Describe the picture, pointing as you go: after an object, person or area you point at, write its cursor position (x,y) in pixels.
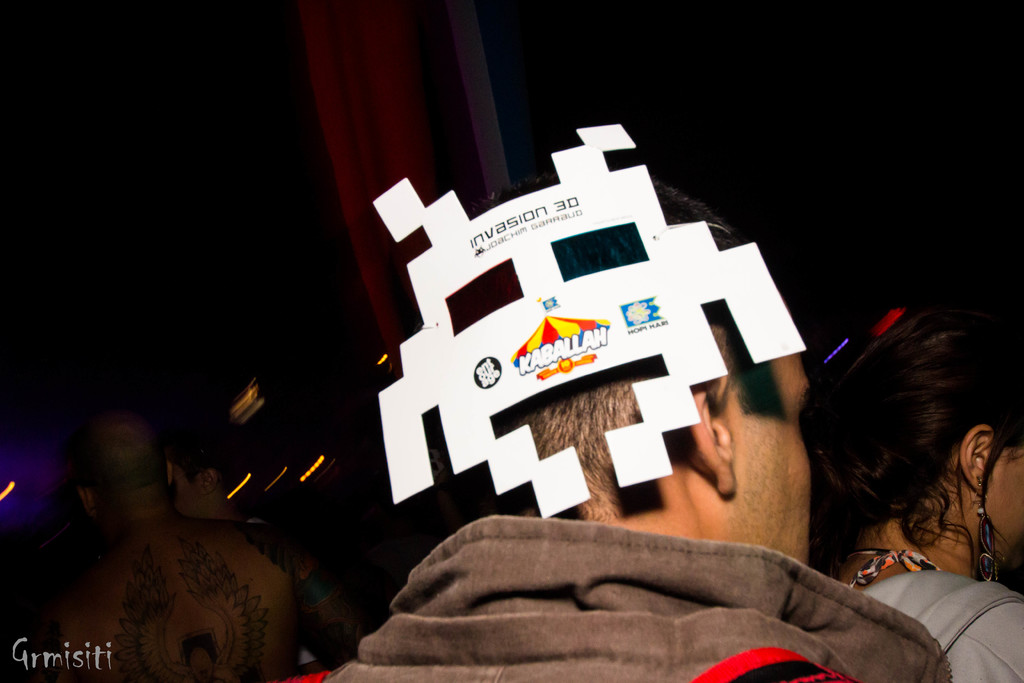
In this picture there are people (131,430) and we can see a sticker (720,277) on a person's head (655,353). In the background of the image (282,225) it is dark and we can see cloth (382,332). In the bottom left side of the image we can see text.
